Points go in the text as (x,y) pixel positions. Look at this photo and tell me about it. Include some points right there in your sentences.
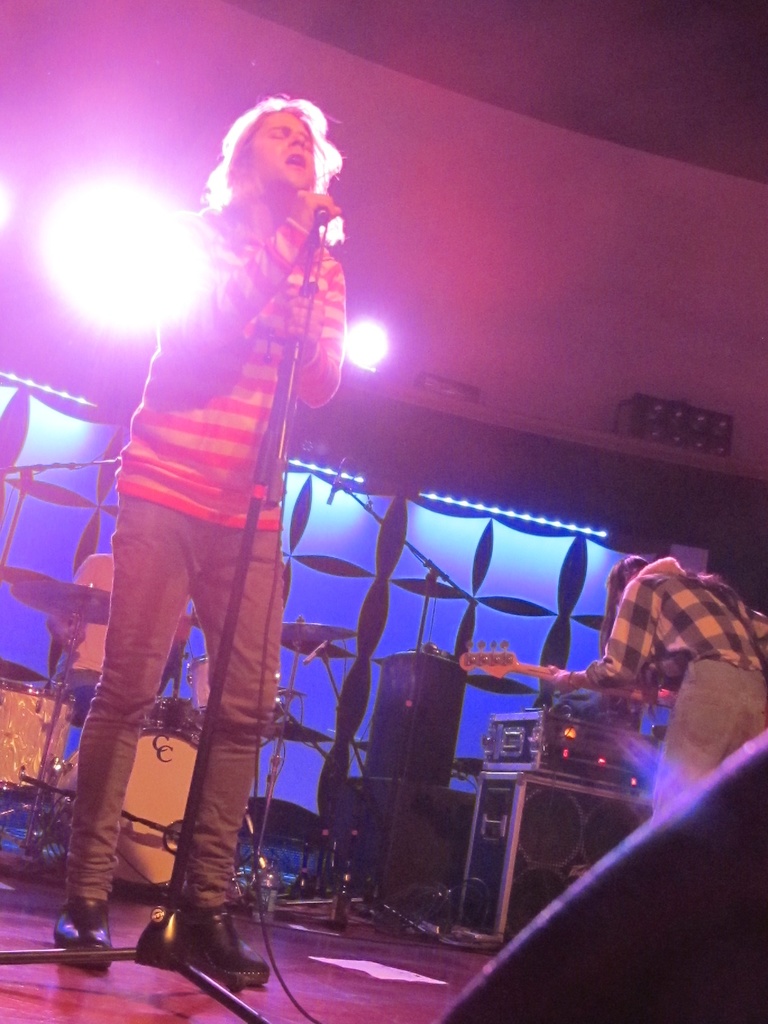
In this Image I see 3 persons (317,112) in which one of them is holding a guitar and one of them is near drums (49,849) and another one is holding a mic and he is standing. In the background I can see the lights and few equipment (560,742).
